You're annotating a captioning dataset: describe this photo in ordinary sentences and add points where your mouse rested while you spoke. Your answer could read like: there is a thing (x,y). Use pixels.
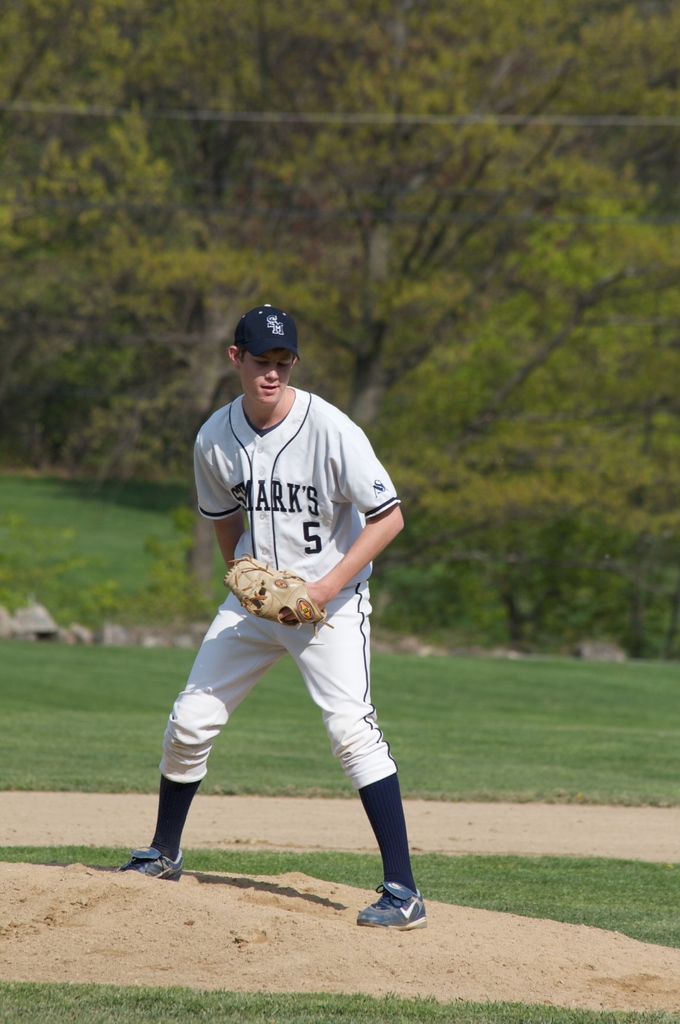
In this image a man (240,608) wearing white dress (303,487) and cap (273,344) is standing on the ground (289,910). In the background (350,355) there are trees (430,258).
